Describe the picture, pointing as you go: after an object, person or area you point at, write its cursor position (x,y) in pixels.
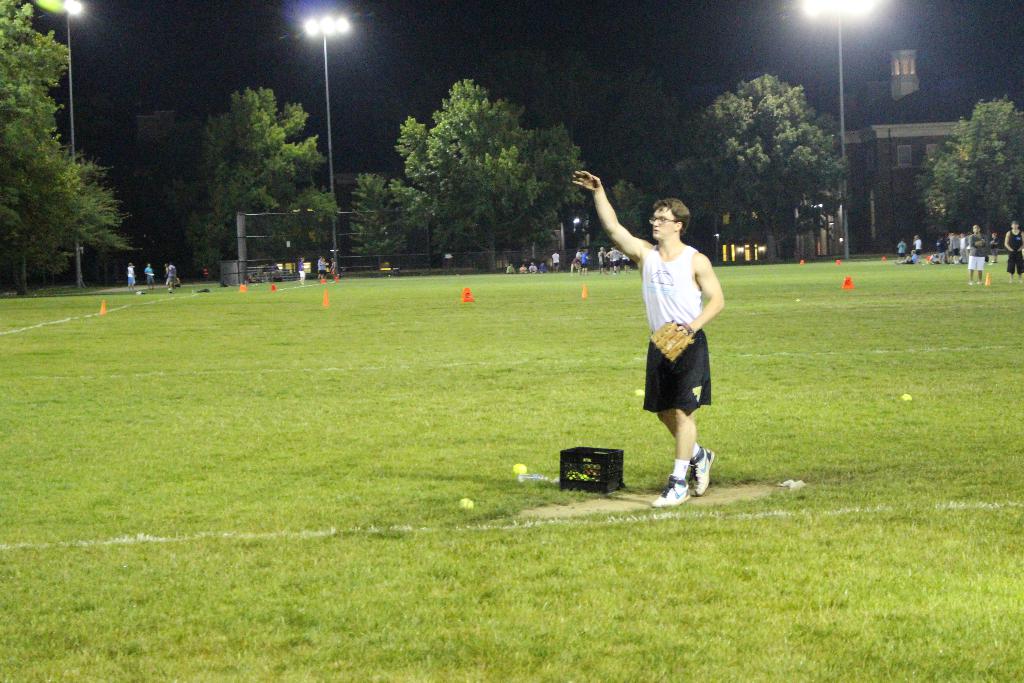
In this image, we can see a person (674,362) wearing gloves (674,354) and standing on the ground (668,526). We can see a black basket (603,469) with few objects (576,470) are placed on the grass (825,424). In the background (196,238), we can see people (614,251), trees (803,140), light poles (843,167), rods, wall (900,197), windows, dark view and colorful objects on the grass (712,541).
